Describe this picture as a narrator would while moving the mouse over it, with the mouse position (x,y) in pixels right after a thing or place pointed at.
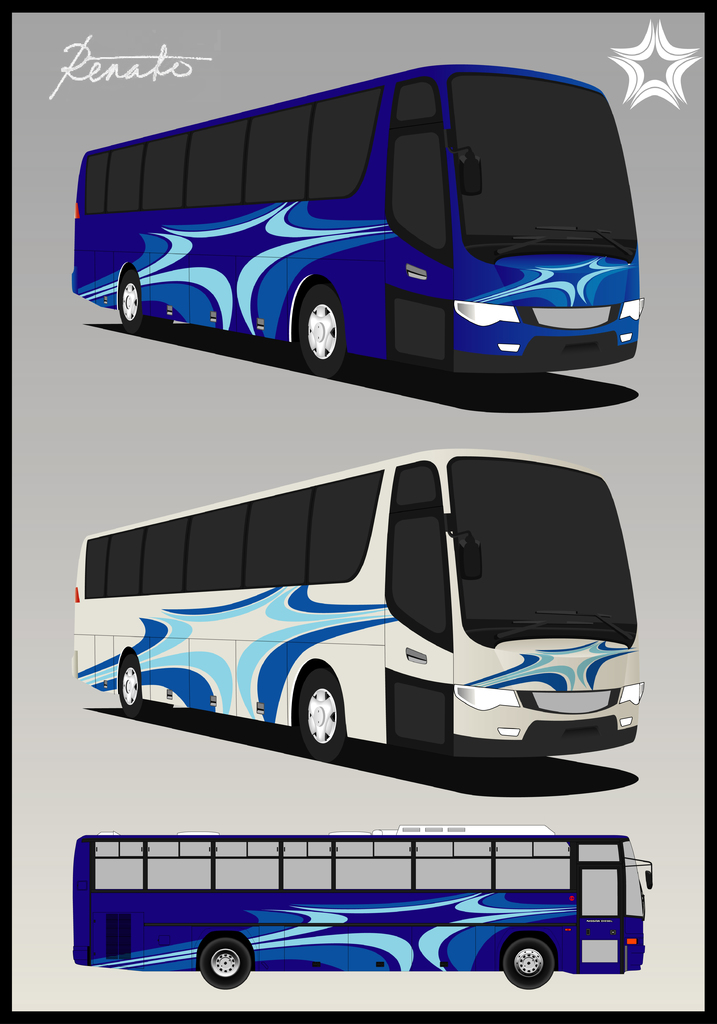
In this image we can see the depictions (380,310) of three buses (422,681). We can also see the text (83,66) and the image has borders (178,10).
